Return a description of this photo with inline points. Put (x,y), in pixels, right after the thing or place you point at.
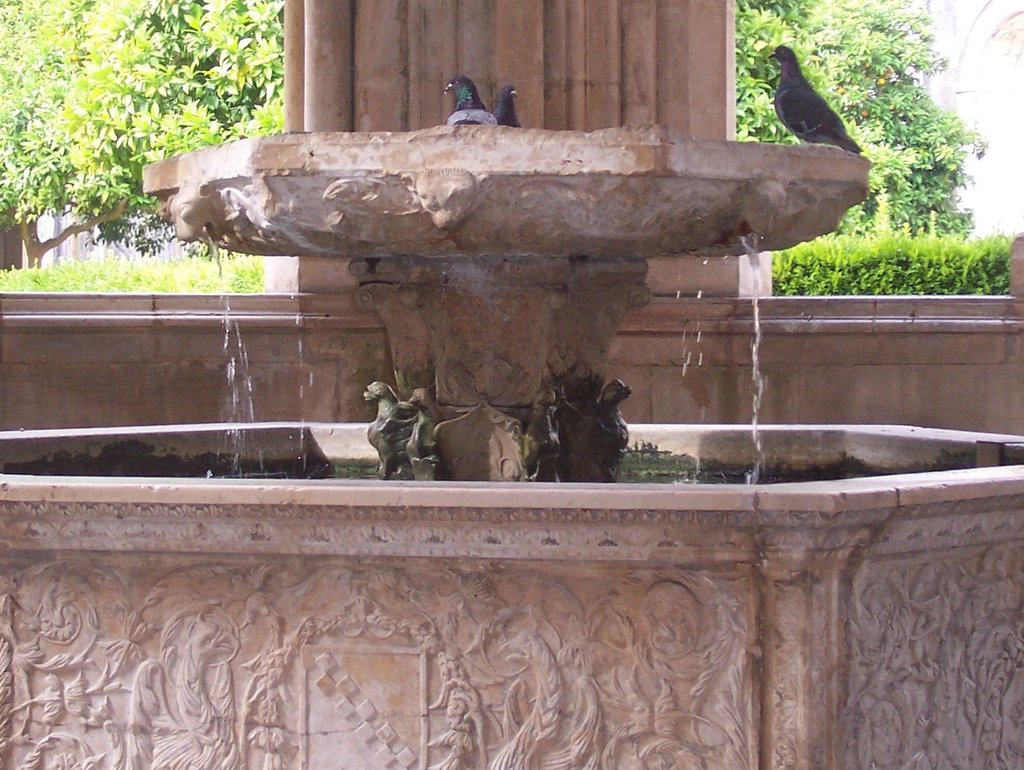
In this image we can see there are birds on the surface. There is water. There is a pillar (620,74). In the background (103,105) we can see trees (118,166) and bushes (142,263).
